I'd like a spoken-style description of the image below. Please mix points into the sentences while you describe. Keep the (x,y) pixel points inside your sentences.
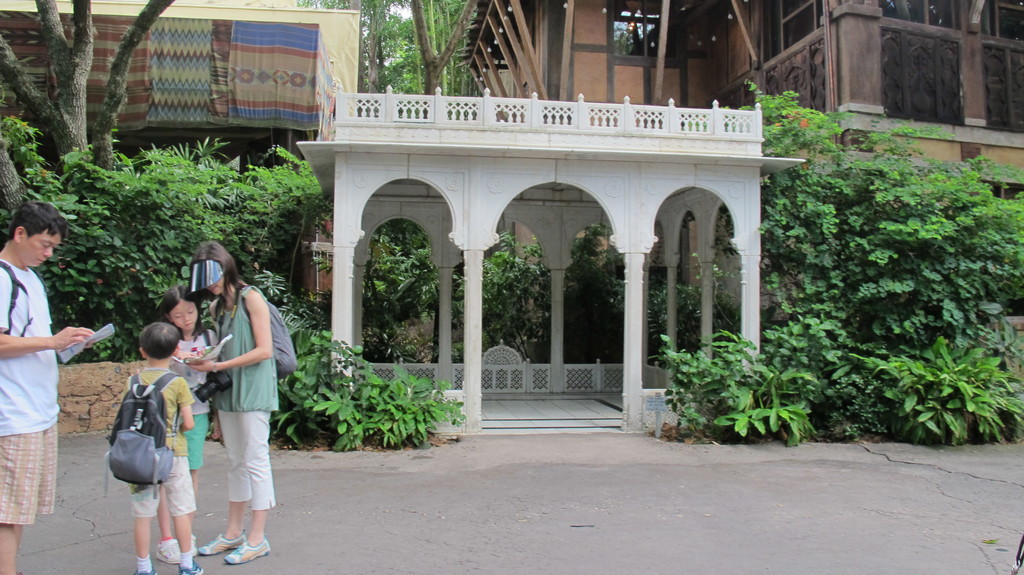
In the image there is a man (30,219), woman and two kids (163,331) standing on the road (77,523) on left side (238,469) and behind there is a building (487,95) with many plants (291,247) and trees (975,296) in front it.
